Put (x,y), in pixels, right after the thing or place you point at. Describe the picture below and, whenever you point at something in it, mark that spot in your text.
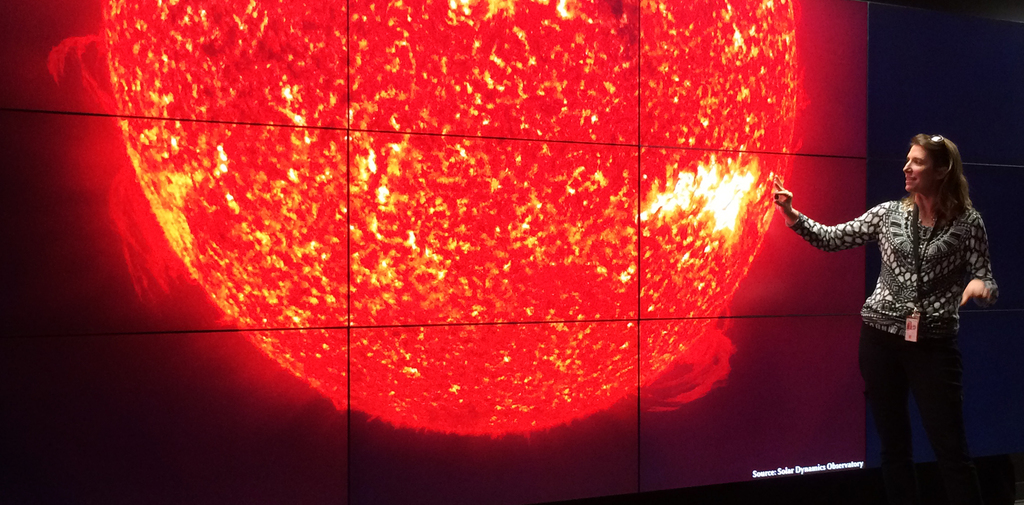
In this image I can see a person (900,245) standing and pointing fingers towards the screen (511,257). In the screen (532,349) there is a image (756,237) and text (764,473) in the right bottom corner of it.
